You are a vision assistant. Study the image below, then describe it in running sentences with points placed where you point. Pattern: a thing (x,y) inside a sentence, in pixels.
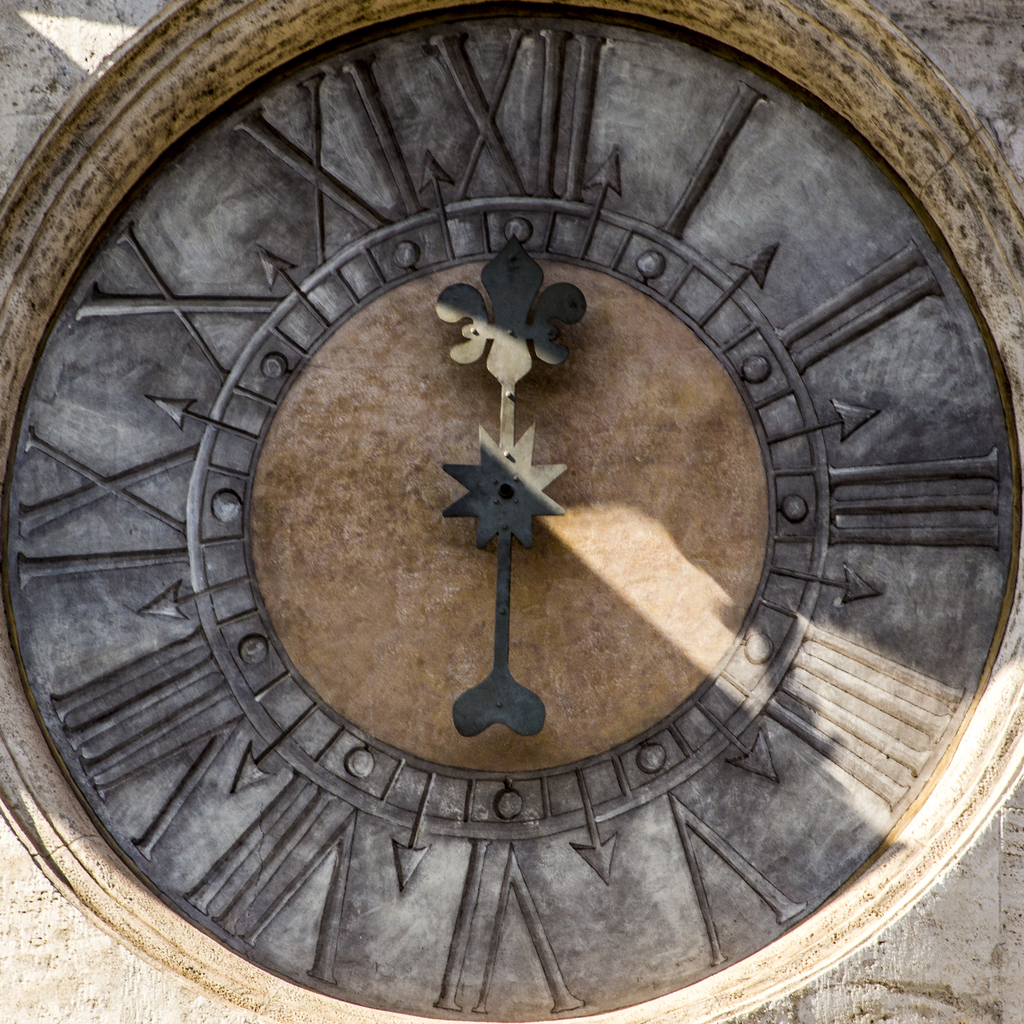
In the middle of this image (481,597), there is a clock (608,714) having a single hand (501,671). This clock (206,347) is attached to a surface (113,986).
